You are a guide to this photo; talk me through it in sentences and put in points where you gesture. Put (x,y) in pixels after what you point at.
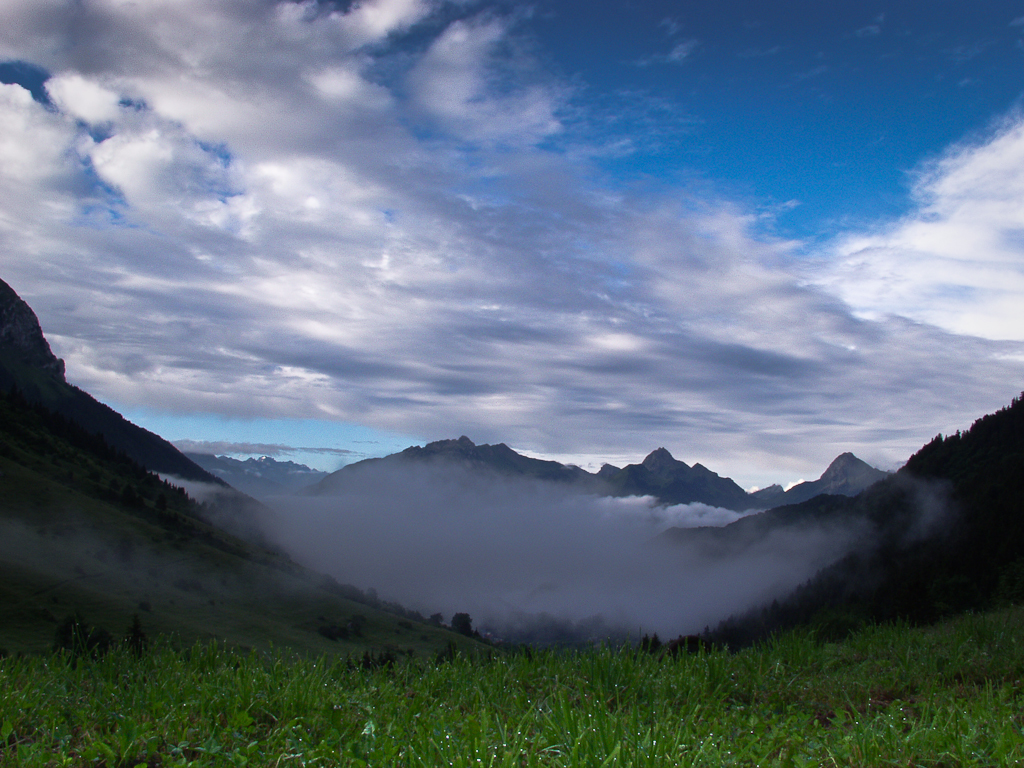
In this image we can see sky (460,304) with clouds (417,295), hills (838,559) and grass (460,685) on the ground (548,680).
